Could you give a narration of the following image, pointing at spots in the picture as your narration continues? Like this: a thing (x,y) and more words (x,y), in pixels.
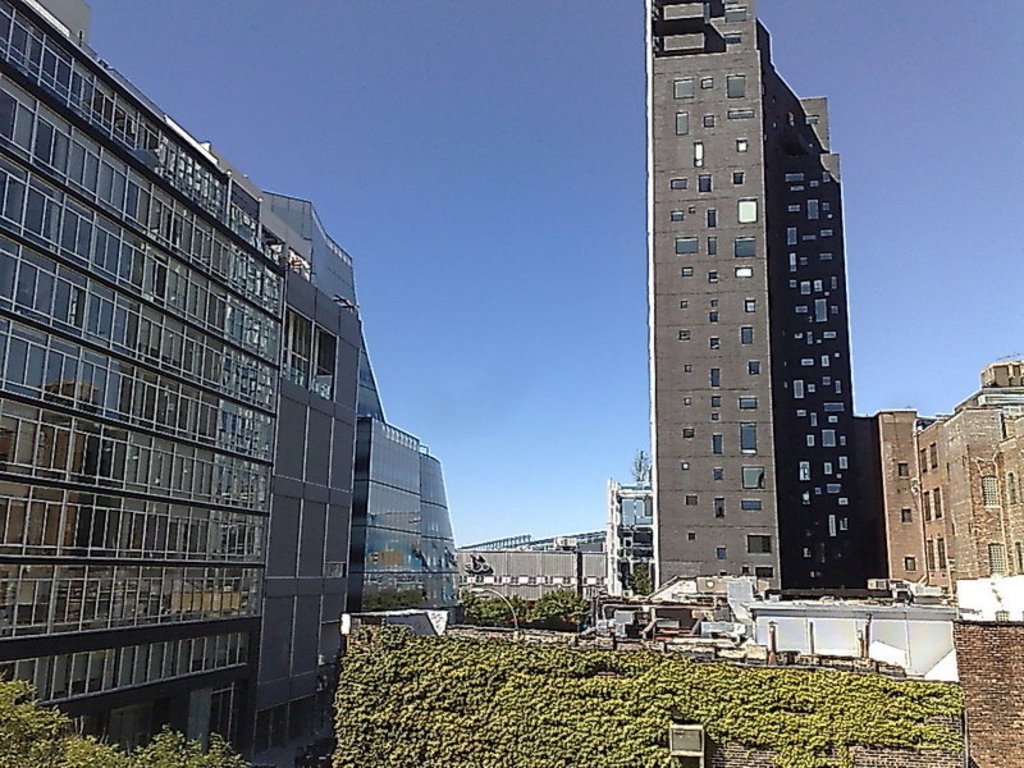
In this image, there are a few buildings (406,585). We can see some trees (74,754), poles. We can see some plants (668,728) on the wall (734,749). We can also see a white colored object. We can see the sky (783,64).
